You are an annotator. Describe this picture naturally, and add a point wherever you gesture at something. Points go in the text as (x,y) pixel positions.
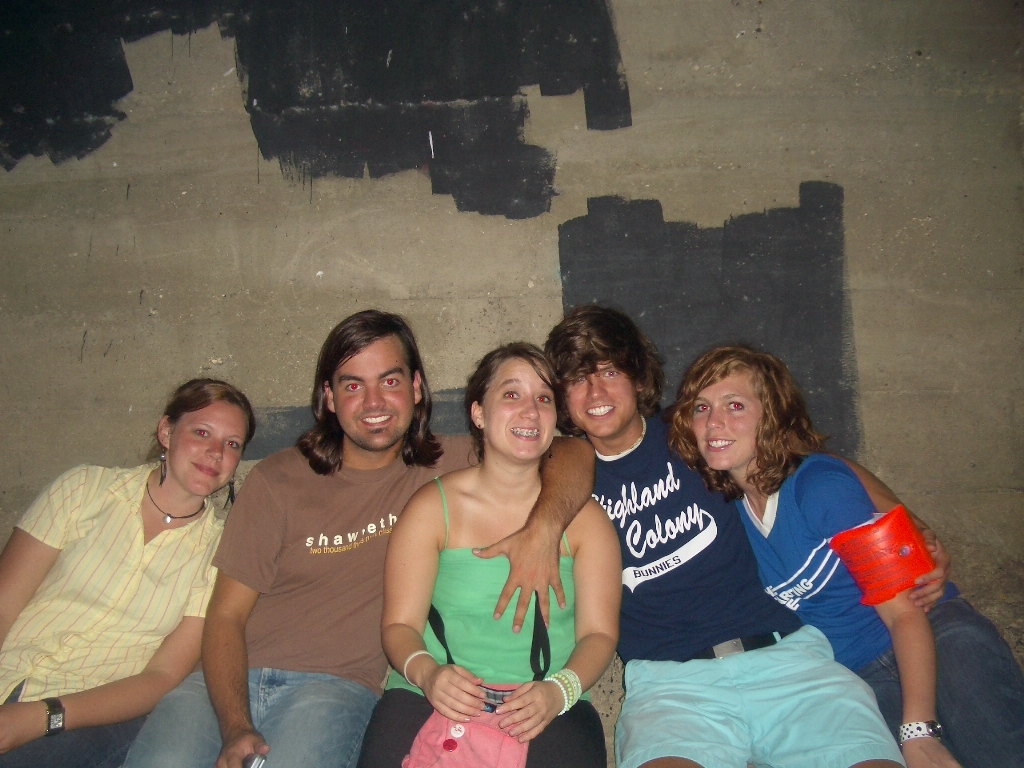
In this image we can see a few people (549,451), behind them, we can see the wall (560,101), there is the black paint (455,115) on some areas (501,149) of the wall (501,149).
